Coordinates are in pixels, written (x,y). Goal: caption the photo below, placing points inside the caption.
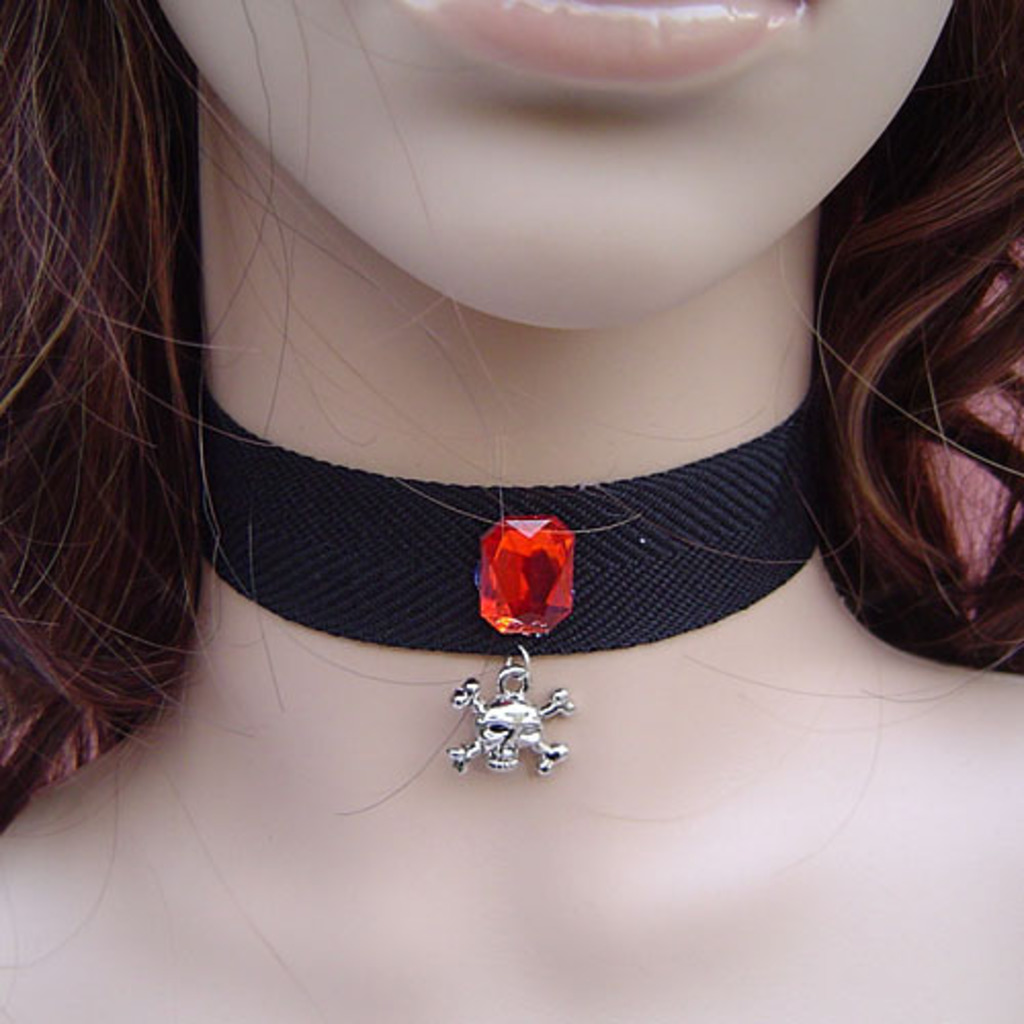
In this image, we can see a girl (491,484) wearing choker (530,645).
